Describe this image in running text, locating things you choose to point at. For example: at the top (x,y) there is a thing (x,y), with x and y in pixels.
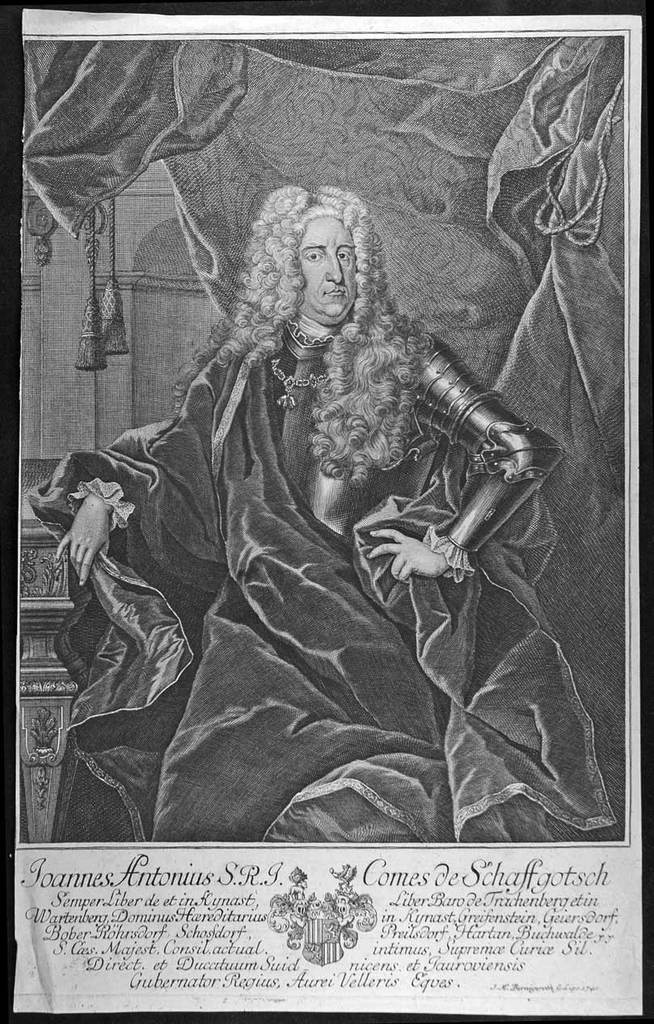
This is a poster (566,157) and in this poster (452,836) we can see a person (296,201) sitting, clothes (328,86) and some text (555,936).
